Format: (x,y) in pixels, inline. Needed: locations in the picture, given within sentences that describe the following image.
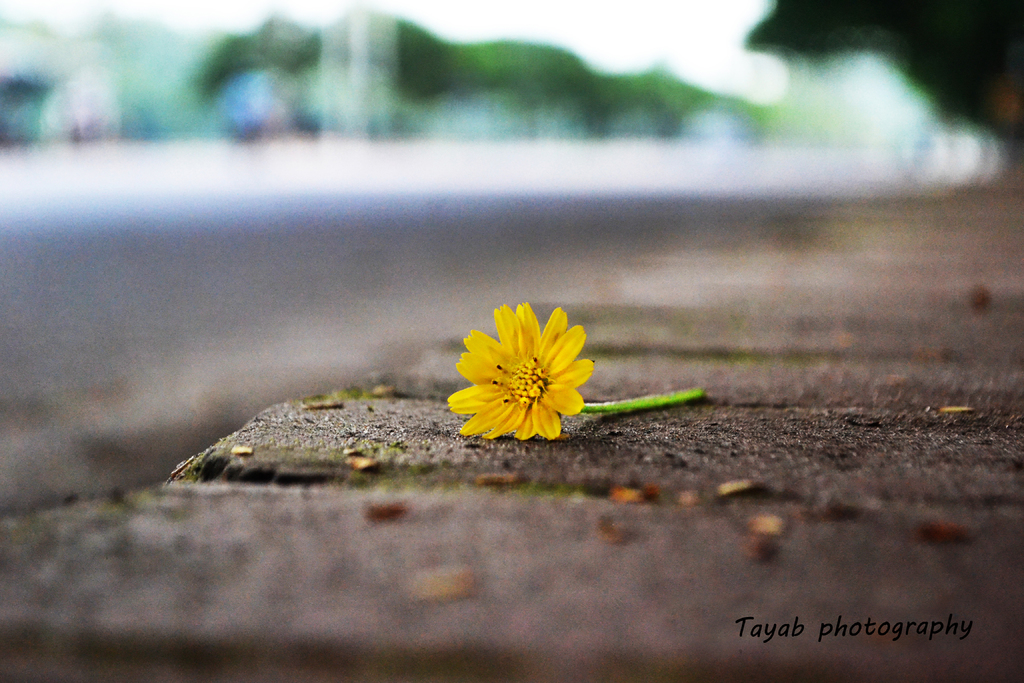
In this picture, there is a flower (535,344) on the ground (529,496). It is in yellow in color and the background (369,124) is blurred.
